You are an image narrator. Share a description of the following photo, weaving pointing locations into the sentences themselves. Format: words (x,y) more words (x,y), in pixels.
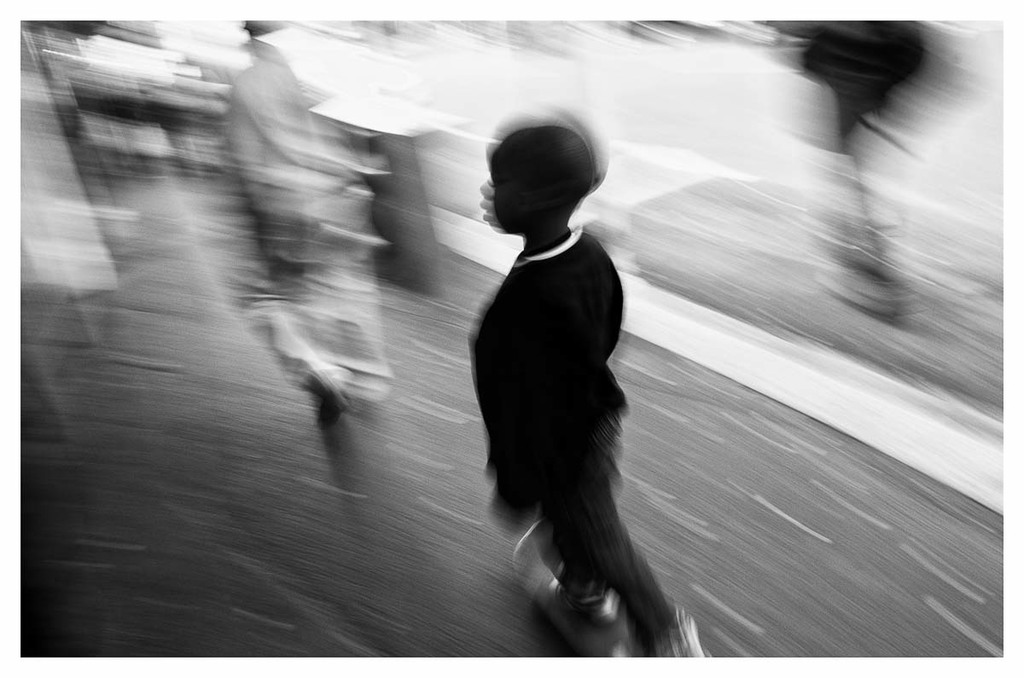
In this image we can see a boy (532,378) standing on the surface (763,627) and we can also see a blurred background (841,40).
